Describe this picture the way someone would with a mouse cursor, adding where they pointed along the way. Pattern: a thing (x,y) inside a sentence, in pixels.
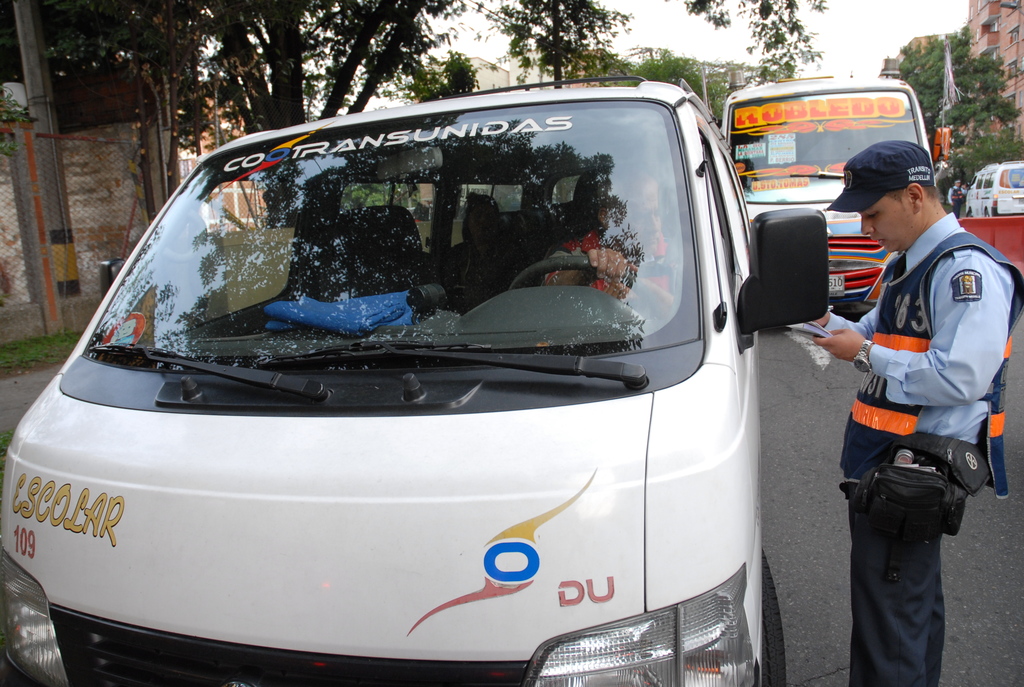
In this image, we can see a car (694,573), on the right side (918,402) there is a man (915,324) standing and he is holding a book (816,327), we can see a bus (799,127) and a car (989,194), there are some trees (953,111), we can see a building (994,57) on the right side (1011,31) top, we can see the sky (858,38).
